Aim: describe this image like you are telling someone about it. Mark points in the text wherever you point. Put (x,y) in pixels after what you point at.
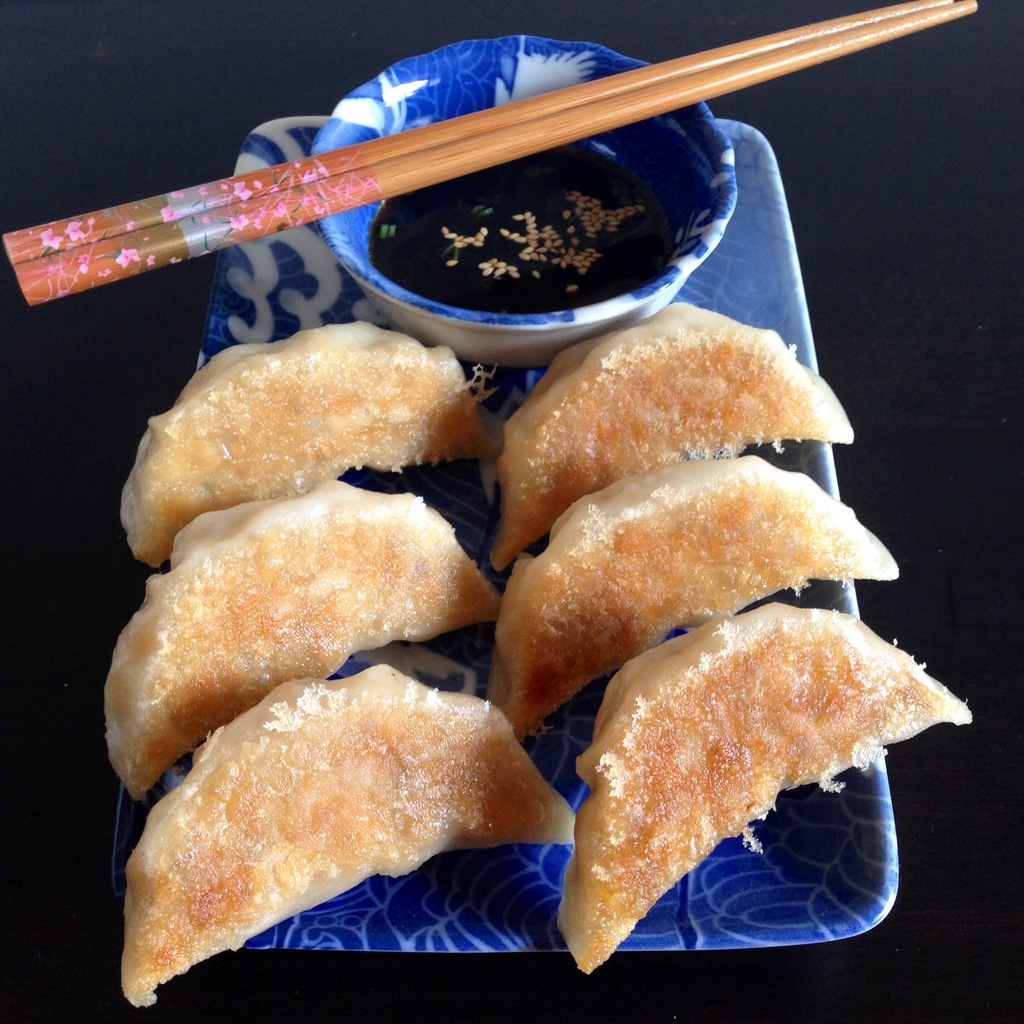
We have a tray (366,472). We have a six dumplings (414,454) on a tray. We have a bowl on a tray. There are two chopsticks (148,204) on a bowl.
